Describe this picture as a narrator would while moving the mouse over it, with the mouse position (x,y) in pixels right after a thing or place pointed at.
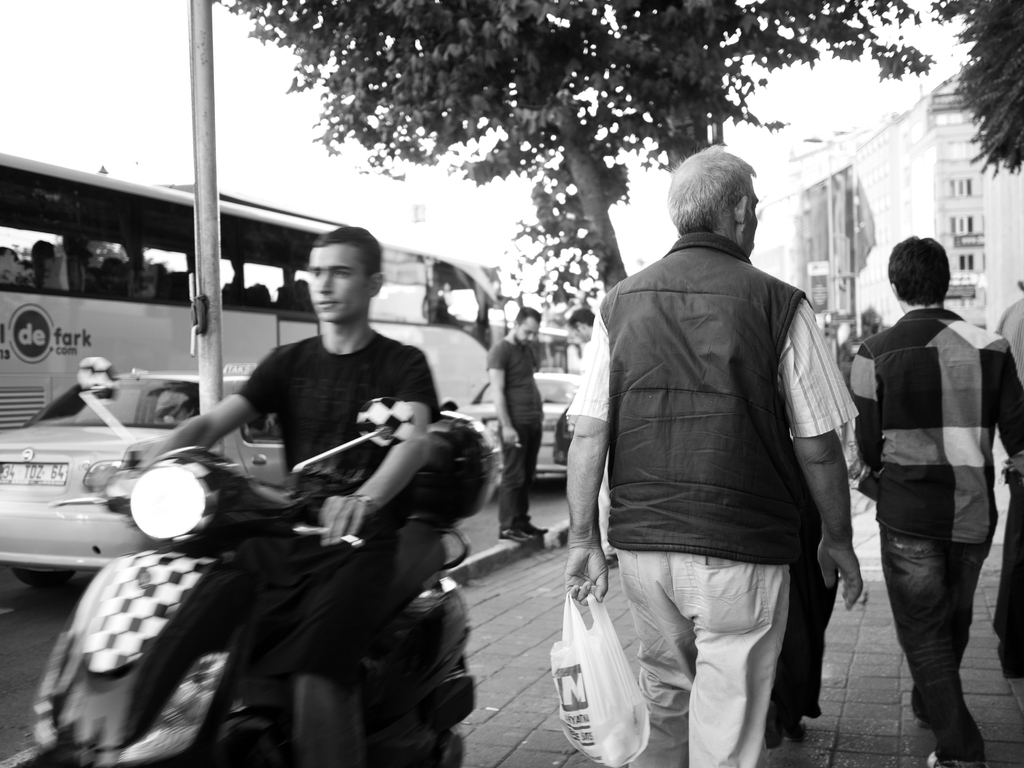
This is a black and white picture. On the right side (727,290), we see the people (809,423) are walking on the footpath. We see a man (746,363) in the black jacket (672,519) is holding a white cover (602,640) in his hands (576,593). Beside him, we see a man (407,514) is riding the bike (205,527). On the left side (182,252), we see the cars (177,417) and the bus (48,287) are moving on the road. Beside that, we see a pole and a tree (517,284). We see two men (509,444) are standing beside the tree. There are buildings (888,171) in the background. At the top (167,88), we see the sky (180,56).
